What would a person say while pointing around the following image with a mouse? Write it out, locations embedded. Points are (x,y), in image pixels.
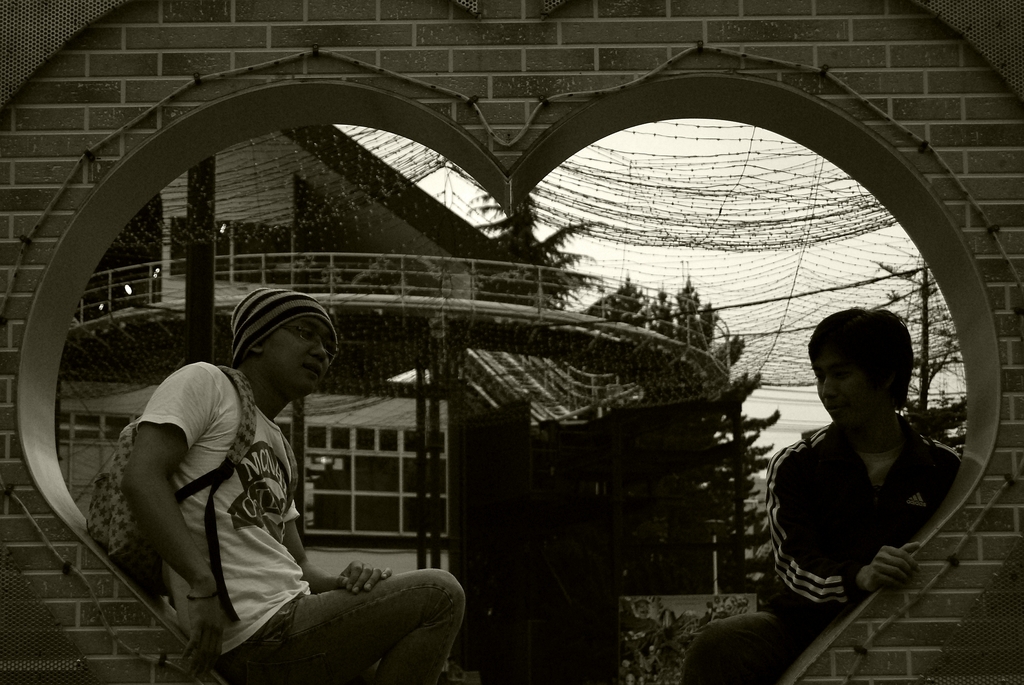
In this image there is a person (270,457) carrying a bag (190,498). He is wearing a cap (254,322). He is sitting on the wall (6,532). Right side (845,502) there is a person (817,556) behind the wall (902,580). There is a balcony (372,304). Background (355,461) there are buildings (568,383) and trees (688,397). There is a net (699,227). Behind there is sky (725,267).
